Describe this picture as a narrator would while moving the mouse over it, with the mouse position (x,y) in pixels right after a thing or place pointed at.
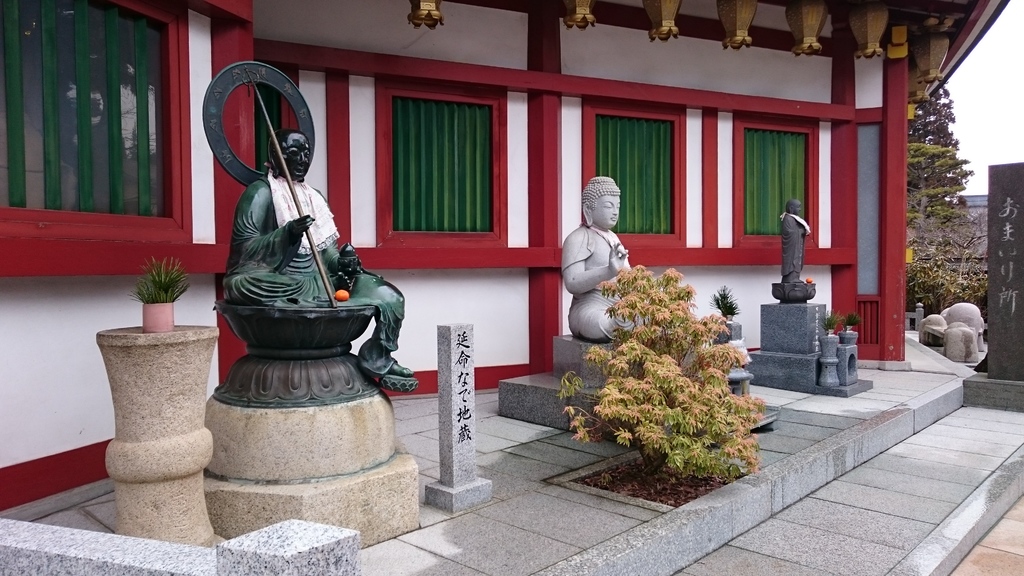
In this picture we can see few statues (255,232), plants (699,404) and a building (792,171), in the background (941,280) we can find few trees (918,244).
